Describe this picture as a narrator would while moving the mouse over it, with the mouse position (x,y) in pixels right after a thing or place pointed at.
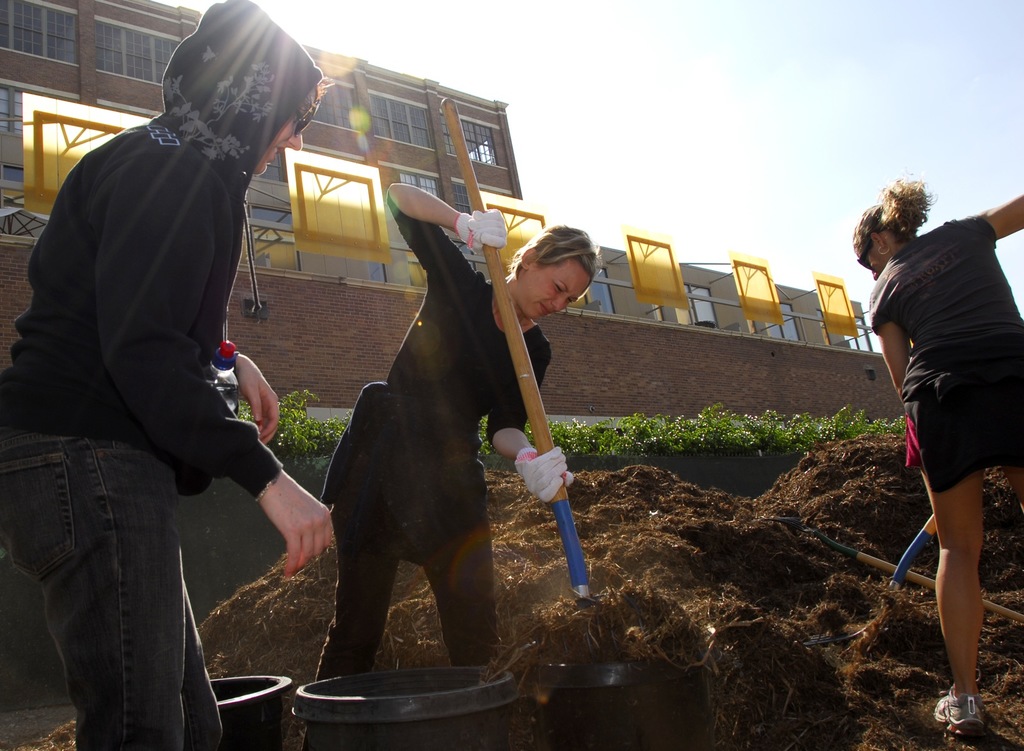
In this image I can see the ground (769,562), few persons (567,483) standing holding few objects (556,500) in their hands (317,532), few black colored objects (258,702) and few plants (285,445) which are green in color. In the background (852,335) I can see a building (802,304), the sky (719,125) and the sun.
